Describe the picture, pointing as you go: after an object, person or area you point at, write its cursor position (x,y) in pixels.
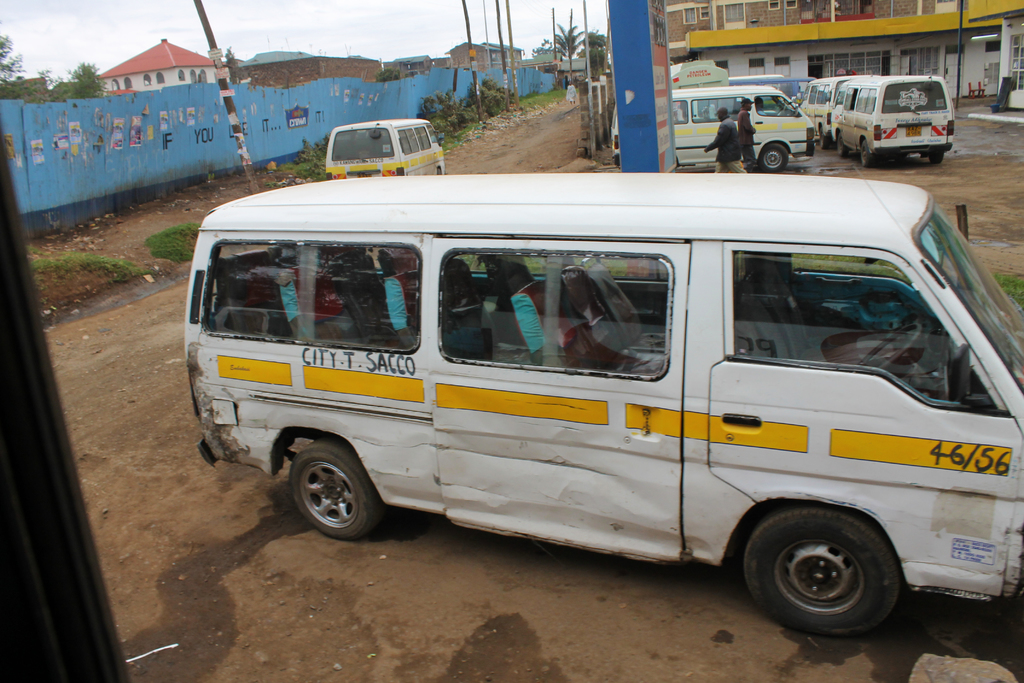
In this picture we can see vans (923,296), there is a board (656,123) and two persons (747,100) in the middle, on the left side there are some poles (506,72), plants (499,91) and grass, in the background (518,61) we can see buildings (793,16) and trees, there is the sky (418,21) at the top of the picture (394,24).
